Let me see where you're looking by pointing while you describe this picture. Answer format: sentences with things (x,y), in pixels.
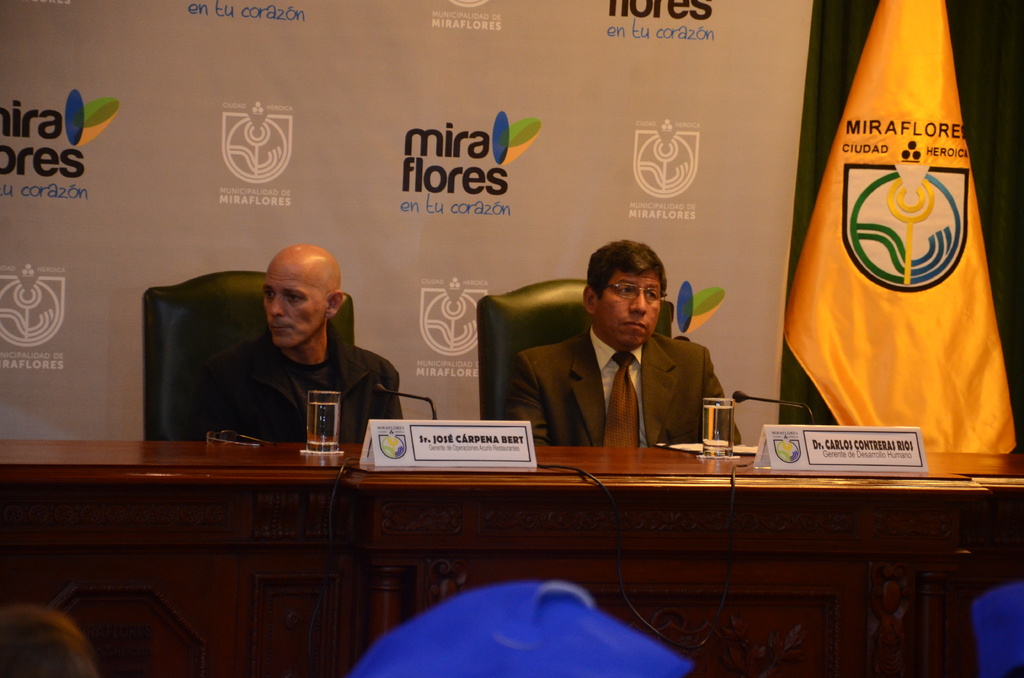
In this image I can see there are two persons (343,427) visible sitting on chair (228,321), on the table (291,466), glasses (323,426) contain water (334,411) and mike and nameplates (845,452) and in the background (100,252) I can see the board (368,157), on the board (310,139) I can see text (451,144) and symbols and beside the board (145,232) there is a yellow color cloth (858,204), on it I can see text (937,134) and at the bottom (612,656) I can see blue color object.
